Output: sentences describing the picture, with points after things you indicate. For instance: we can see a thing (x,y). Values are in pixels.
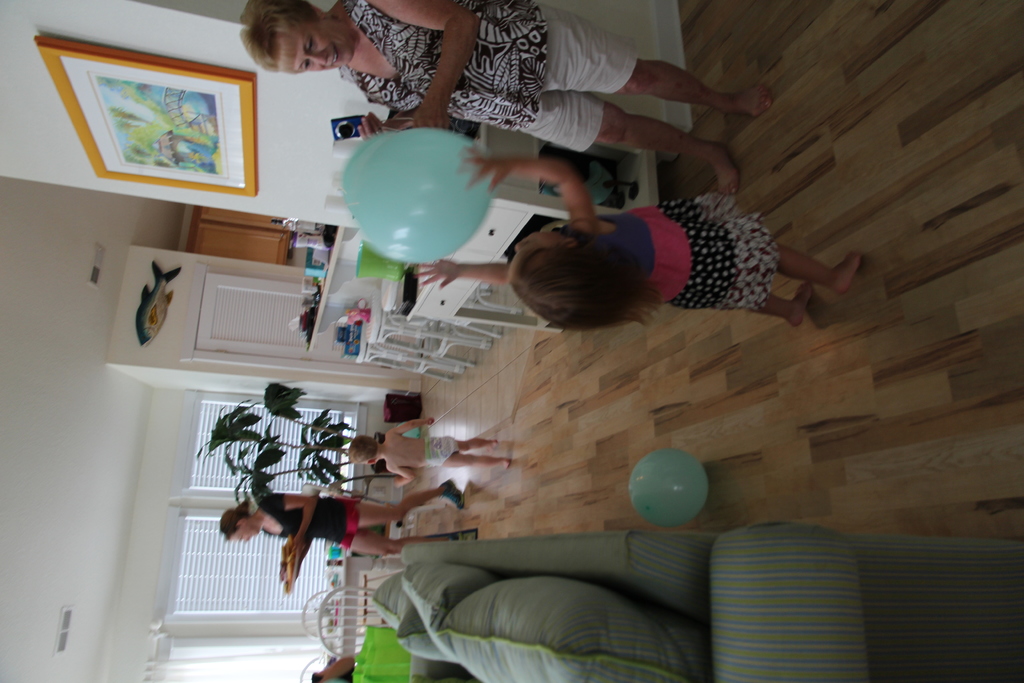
In the image we can see there are people (549,97) who are standing in the room (608,347) and there is a sofa (579,578) and there are balloons (463,198) in girls (420,266) hand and a woman (385,130) is carrying a camera (349,126). On the wall (345,113) there are photo frames (226,151) and there is a plant (285,407) in a room (471,487).
